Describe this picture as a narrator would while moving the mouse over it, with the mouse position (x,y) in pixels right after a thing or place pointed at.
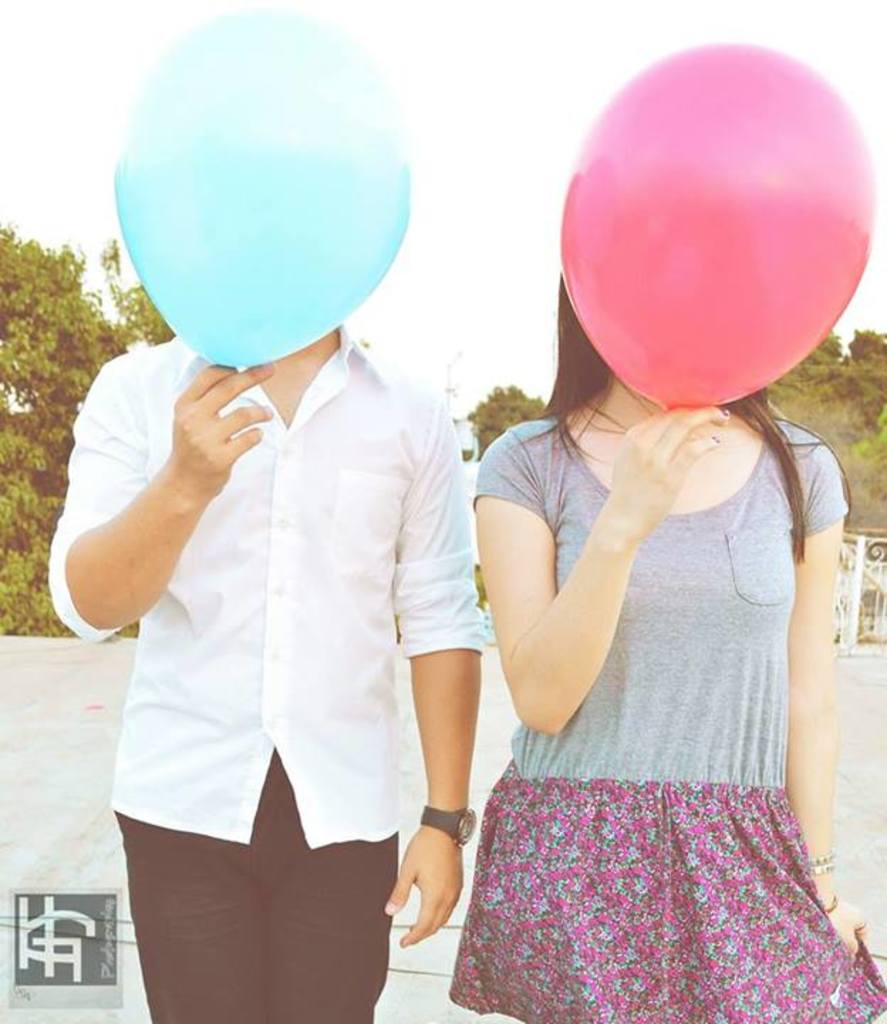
There is one man (328,717) and a woman (692,649) standing and holding balloons (375,261) as we can see in the middle of this image (366,456). We can see trees (79,372) behind this man (375,450). The sky (520,253) is at the top of this image (541,167). We can see a watermark (94,932) in the bottom left corner of this image (68,964).
